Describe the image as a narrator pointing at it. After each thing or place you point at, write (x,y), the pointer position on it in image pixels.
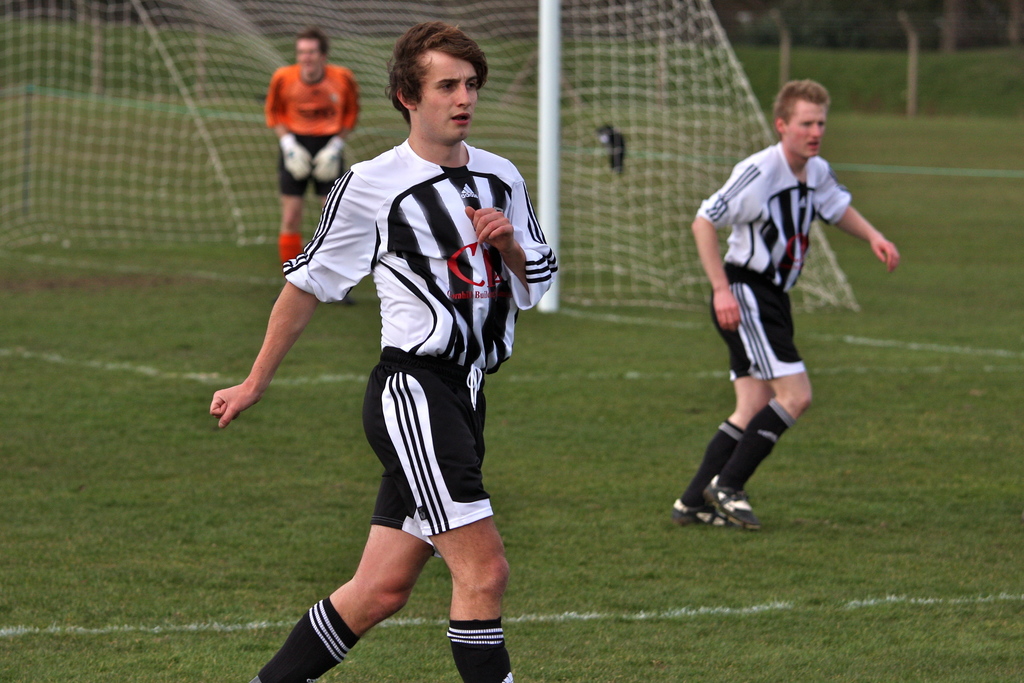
The picture is taken in a football ground (88,108). In the foreground of the picture (409,452) there is a person (403,486) walking. On the right (769,233) there is a person (751,321) running. In the background (384,78) there is a goal post (239,36) and there is a person (288,133) standing. In the picture there is grass (917,137). The background (928,24) is blurred. In the background (874,36) there are trees (730,31) and fencing (911,24).
